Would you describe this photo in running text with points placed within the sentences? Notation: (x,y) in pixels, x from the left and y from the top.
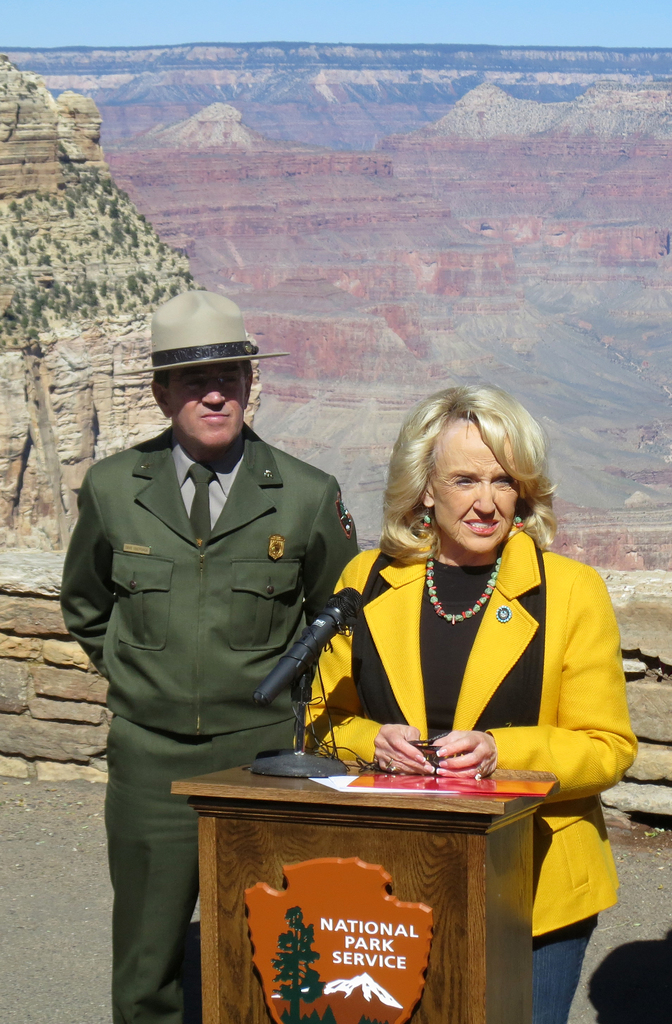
In this picture I can see two persons (155,910) standing near the podium (407,988). There is a wall (665,803). I can see a mike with a mike stand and some other objects (504,782) on the podium (212,1010), and in the background (275,285) there are hills (329,365) and the sky (337,12).
